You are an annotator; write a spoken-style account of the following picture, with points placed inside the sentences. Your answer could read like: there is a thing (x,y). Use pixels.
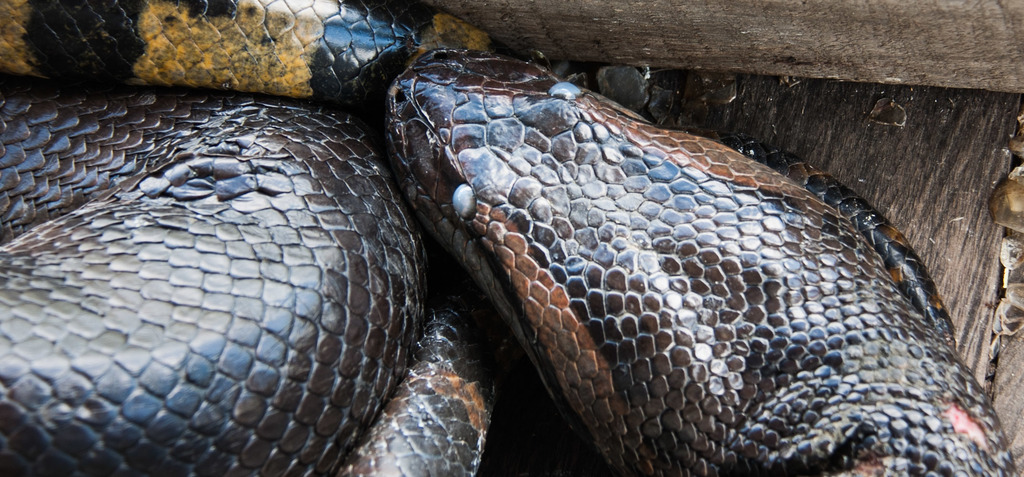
Here we can see snake (228,288).
